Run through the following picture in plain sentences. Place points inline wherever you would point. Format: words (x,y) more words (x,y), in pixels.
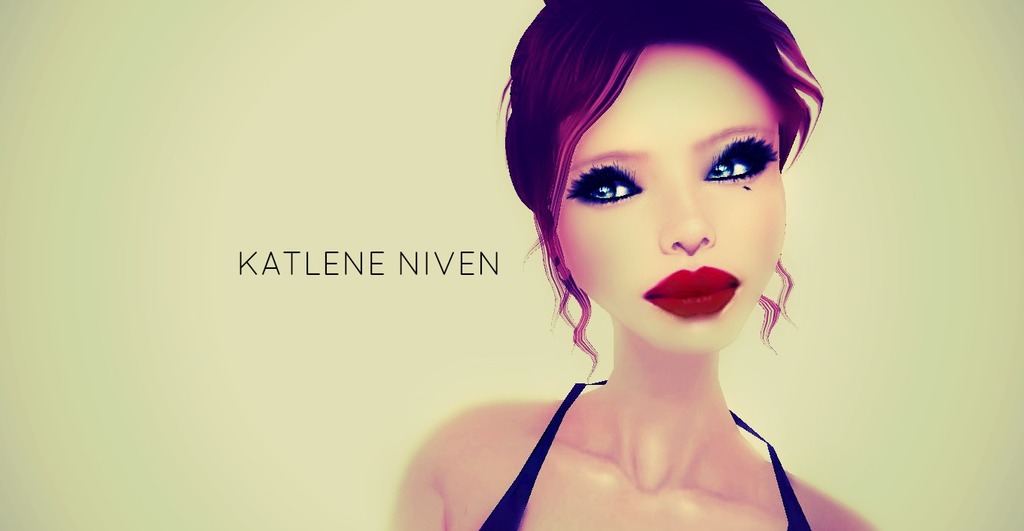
This image consists of an animated image. In which we can see a depiction of a woman (662,301) along with text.
